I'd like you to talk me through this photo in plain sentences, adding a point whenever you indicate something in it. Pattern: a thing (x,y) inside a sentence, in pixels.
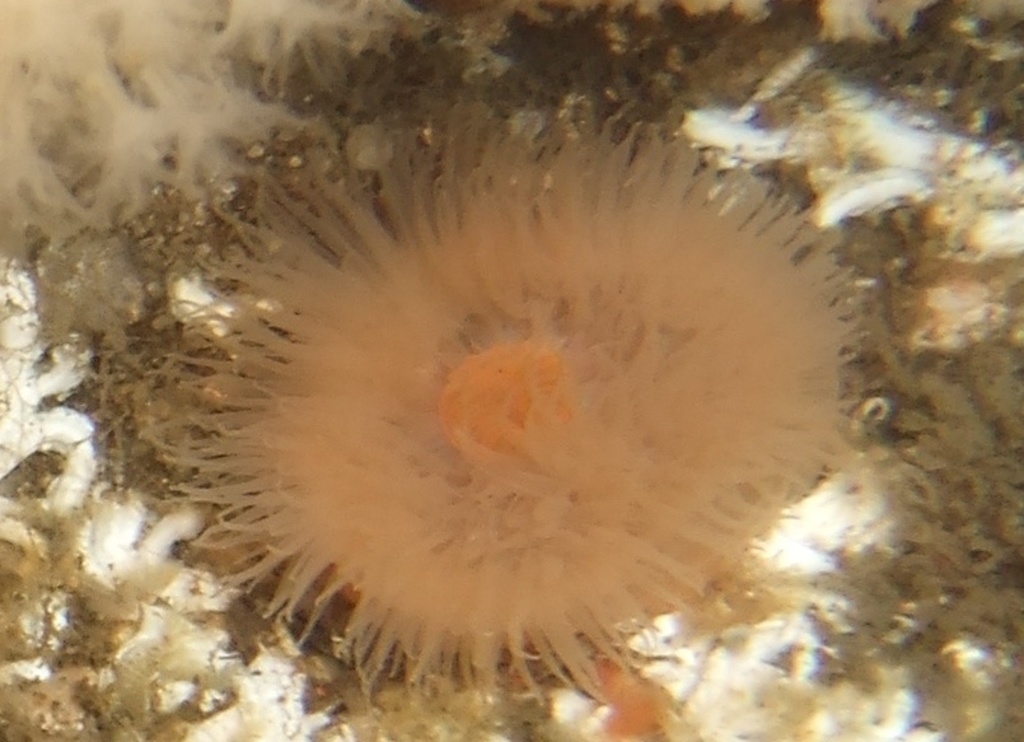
This picture is consists of marine biology (665,241).
